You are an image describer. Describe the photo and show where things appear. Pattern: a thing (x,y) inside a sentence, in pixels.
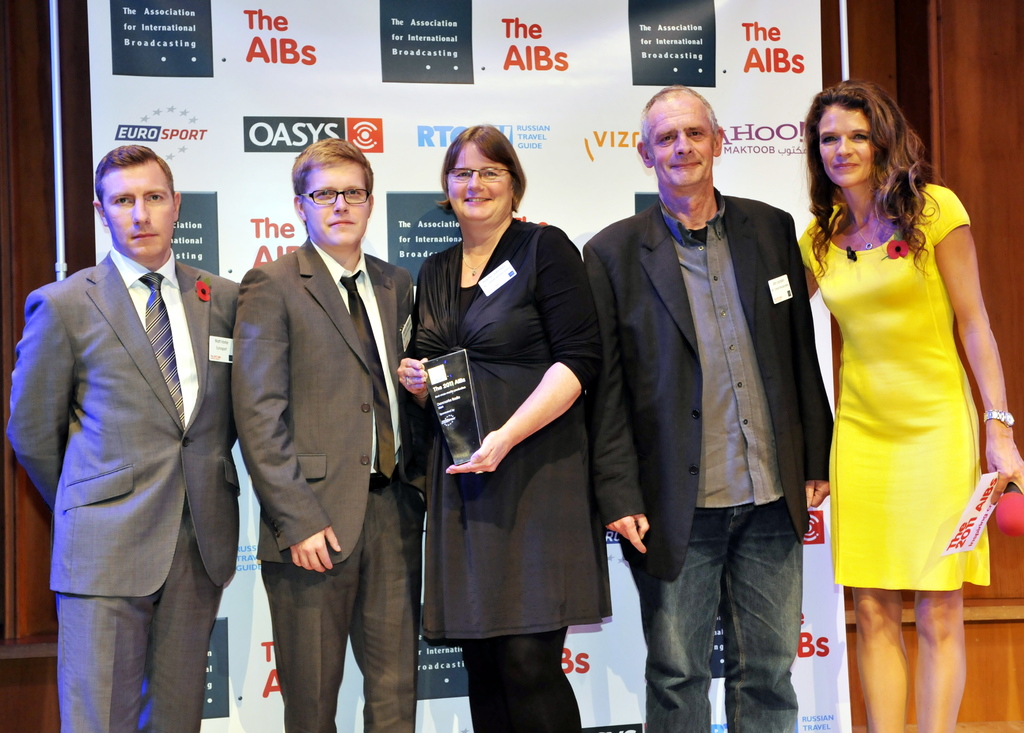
In this image we can see group of persons (314,354) standing on the floor (1005,728). In the background (162,109) we can see advertisement (401,129) and wall (858,65).
